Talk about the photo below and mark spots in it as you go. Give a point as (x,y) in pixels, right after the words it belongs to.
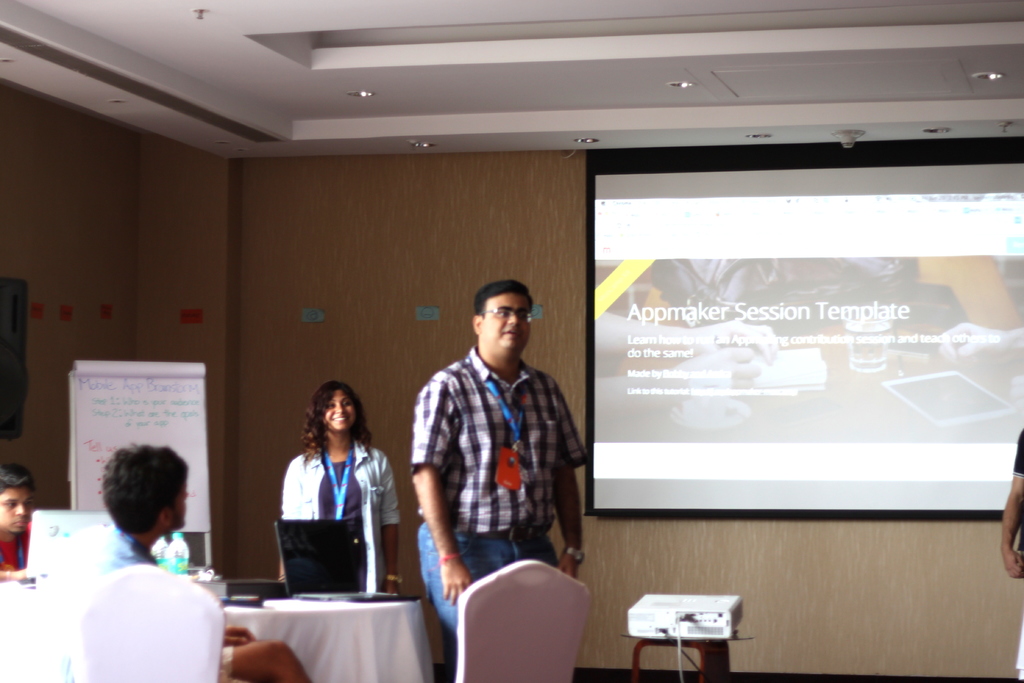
As we can see in the image there is a wall (387,282), screen (595,325) and few people (577,441) standing and sitting, a projector (702,628) and a white color board (190,452).
